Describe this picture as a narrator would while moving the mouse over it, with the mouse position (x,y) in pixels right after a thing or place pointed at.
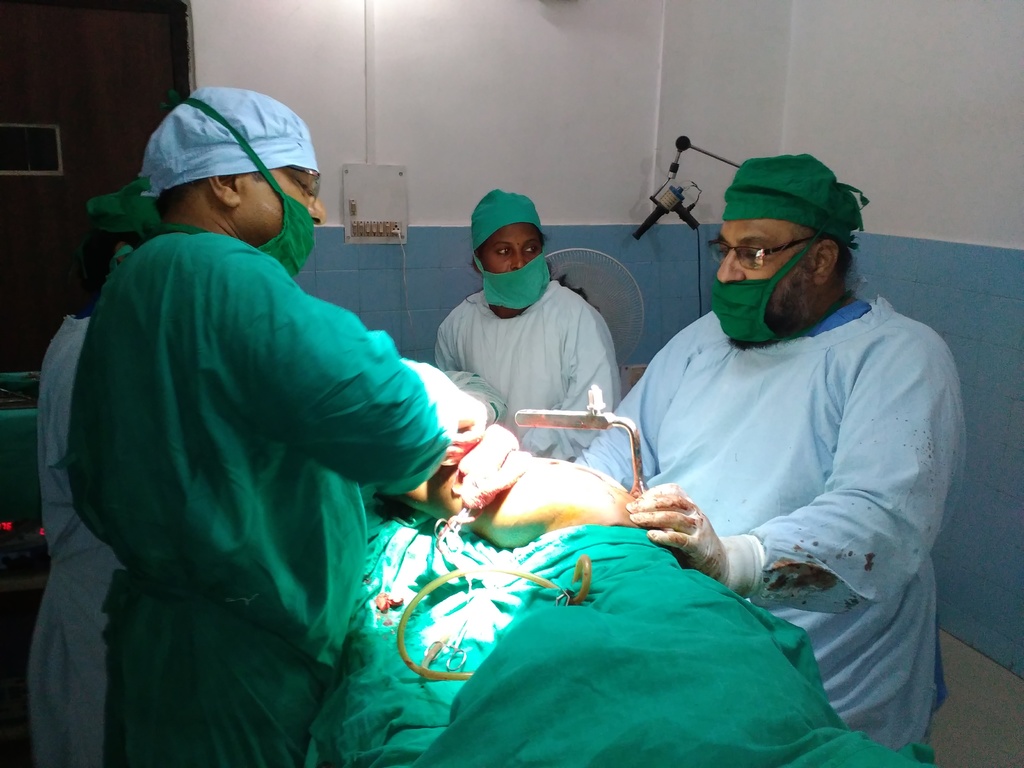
In this image there are doctors (484,365) and patient (436,562). There is a switchboard (365,194). There is white and blue color wall (878,287).
